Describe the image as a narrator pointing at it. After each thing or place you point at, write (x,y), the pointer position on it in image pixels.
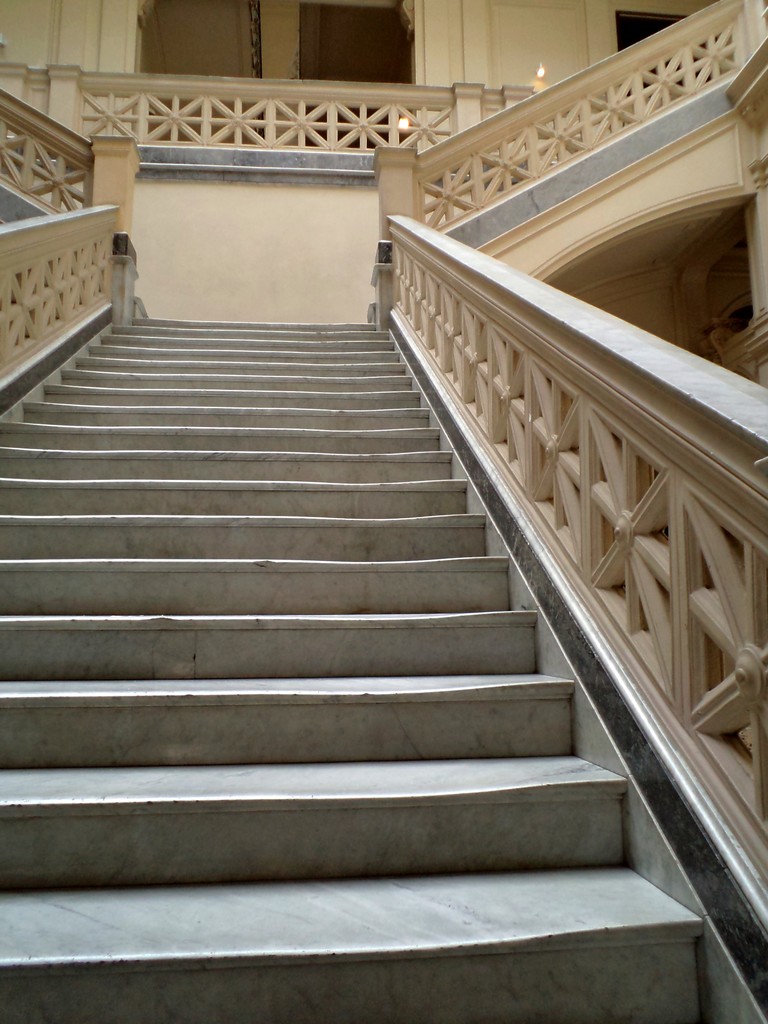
In the center of the image (335,361) we can see staircase (349,402), staircase railing (407,319). In the background of the image (387,18) there is door (398,17). There is wall (478,24).
